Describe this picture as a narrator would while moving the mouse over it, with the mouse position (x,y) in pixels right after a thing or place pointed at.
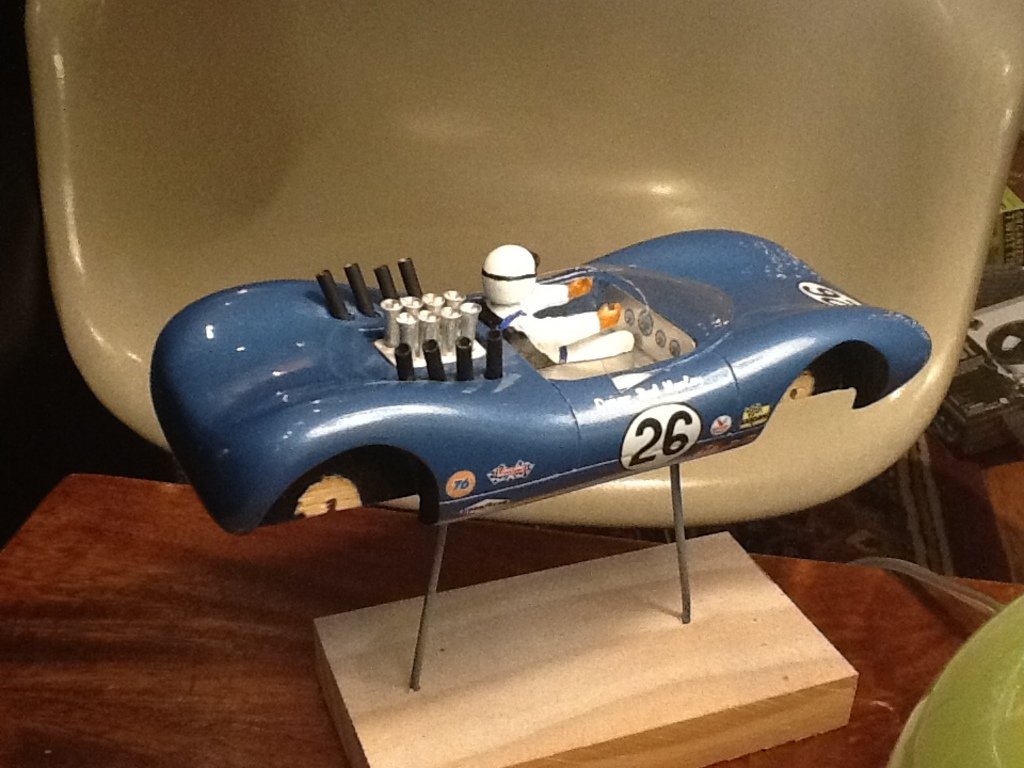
In this picture we can see an object (344,389) on a platform (441,634) and in the background (787,29) we can see a wooden object (512,550) and some objects (981,311).
